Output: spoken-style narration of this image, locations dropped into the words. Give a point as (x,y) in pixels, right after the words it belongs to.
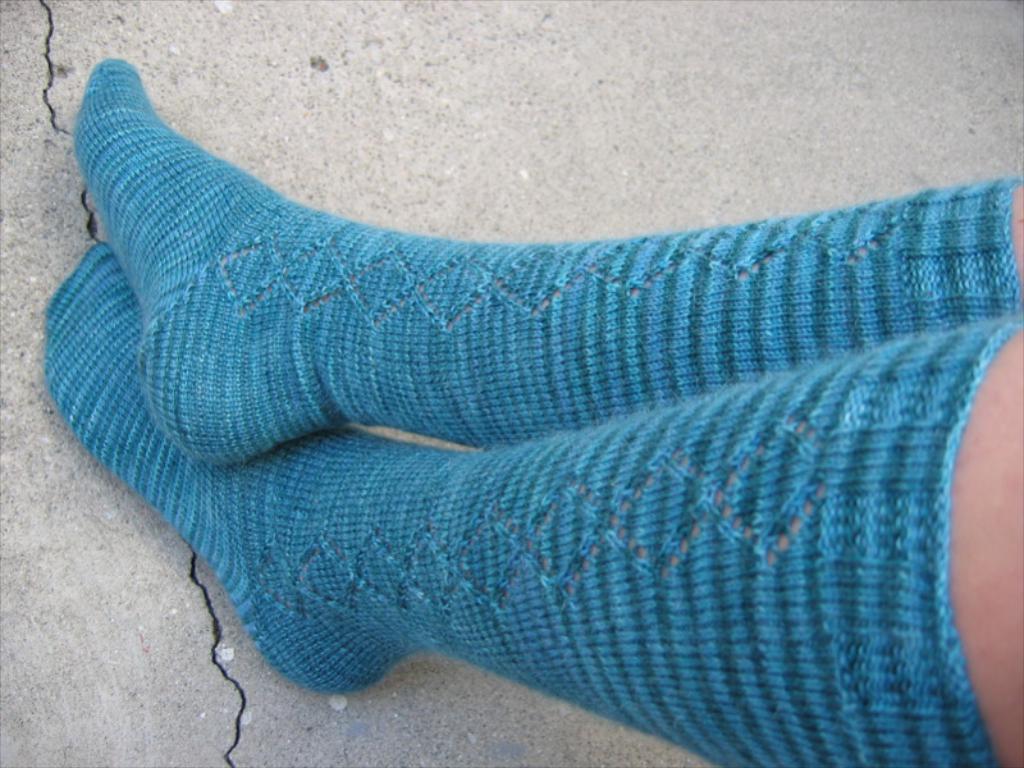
Here in this picture we can see legs (445,409) of a person (120,344) that are covered with socks (349,570) present on the road (110,536).
